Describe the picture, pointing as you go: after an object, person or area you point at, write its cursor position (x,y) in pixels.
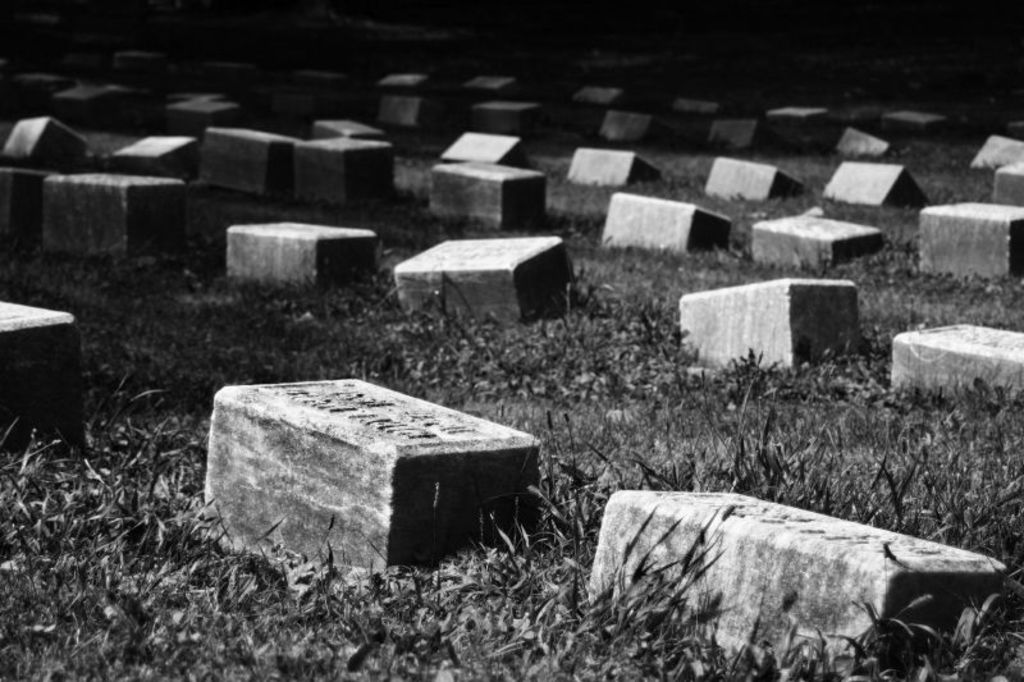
In the foreground of this image (675,376), it seems like there are gravestones (642,221) on the grass (596,341).
